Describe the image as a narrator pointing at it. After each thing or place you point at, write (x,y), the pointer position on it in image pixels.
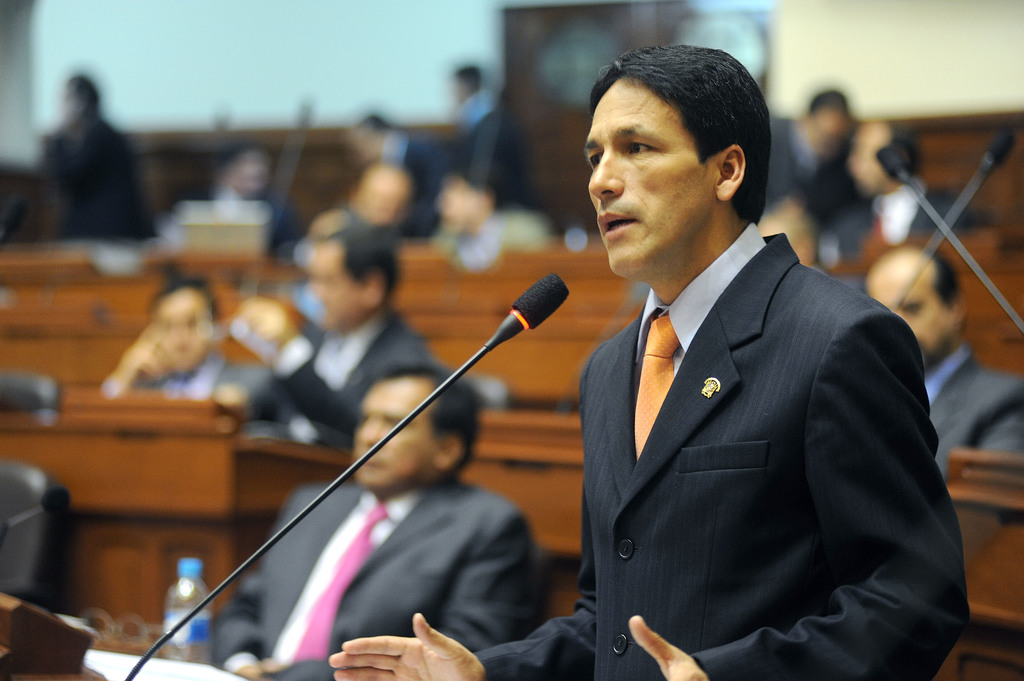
In this image I can see a group of people (316,331) are sitting in front of tables (488,438) and few are standing on the floor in front of a mike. In the background (209,48) I can see a wall (205,34) and a door (550,56). This image is taken may be in a hall (212,18).
